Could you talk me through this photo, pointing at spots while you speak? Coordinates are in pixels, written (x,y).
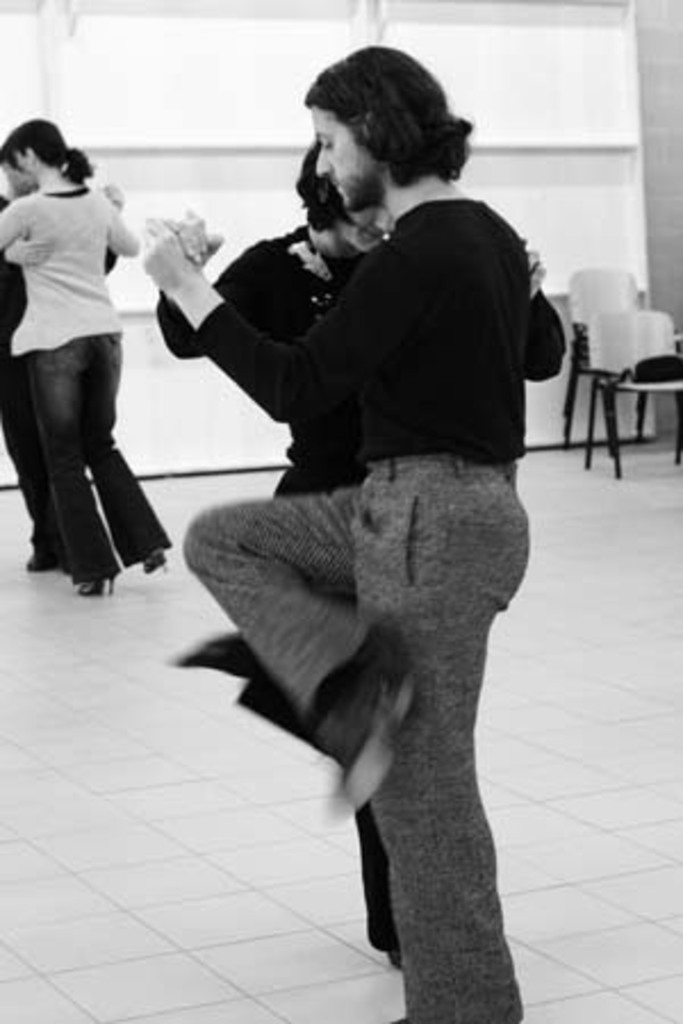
In this image I can see some people (156,535) are holding each other and dancing, side I can see some chairs (599,355) and glass windows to the wall (600,407).
